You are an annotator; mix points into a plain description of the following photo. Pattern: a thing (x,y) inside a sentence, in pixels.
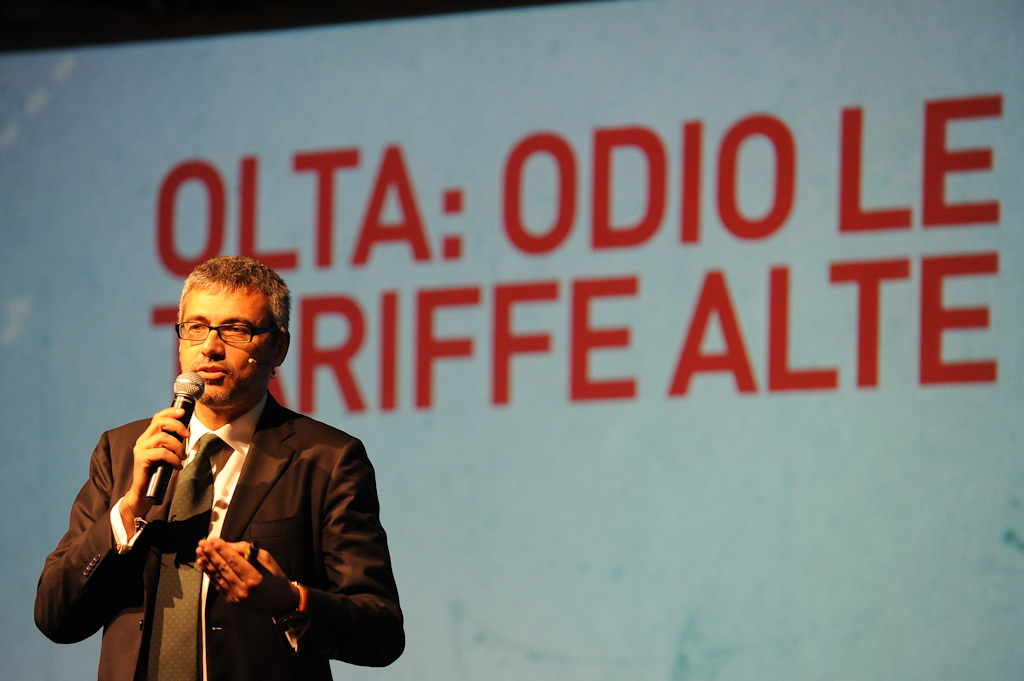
As we can see in the image there is a screen (306,174), a person (250,435) wearing black color jacket (263,616) and holding a mic (177,436).
